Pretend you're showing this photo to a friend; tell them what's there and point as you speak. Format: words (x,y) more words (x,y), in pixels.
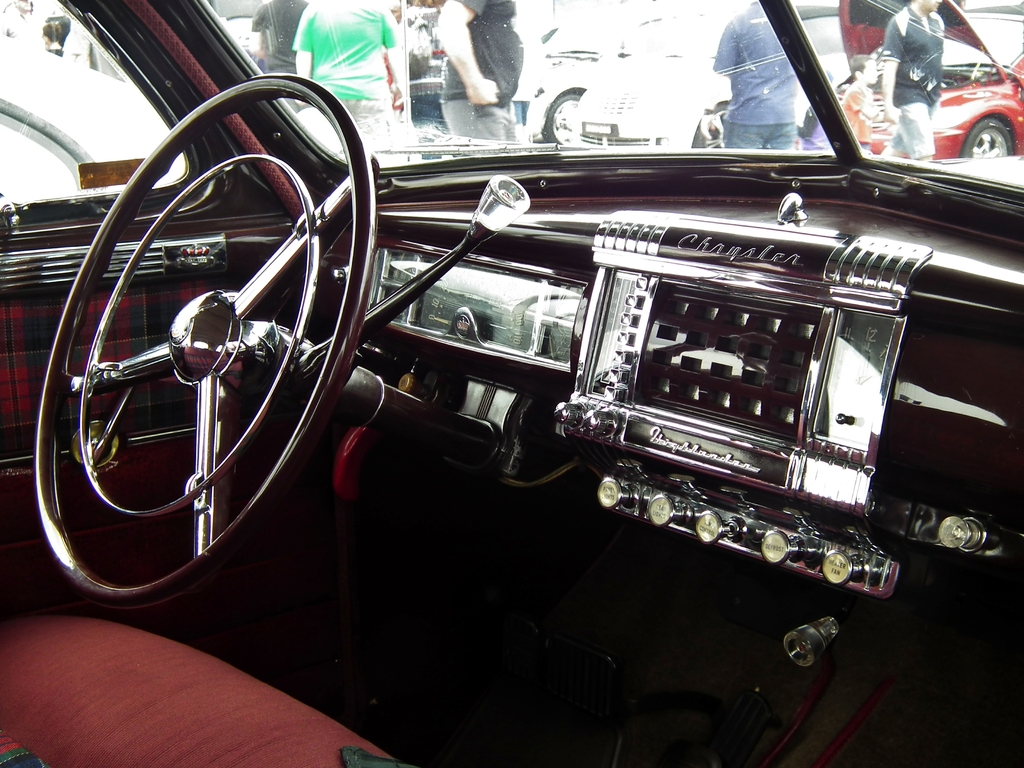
In this picture we can see interior part (482,360) of the car (654,377), there is a steering (272,482), and a gear rod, in front for the car (335,108) there are few people (520,64), and we can find few other cars (600,76).
